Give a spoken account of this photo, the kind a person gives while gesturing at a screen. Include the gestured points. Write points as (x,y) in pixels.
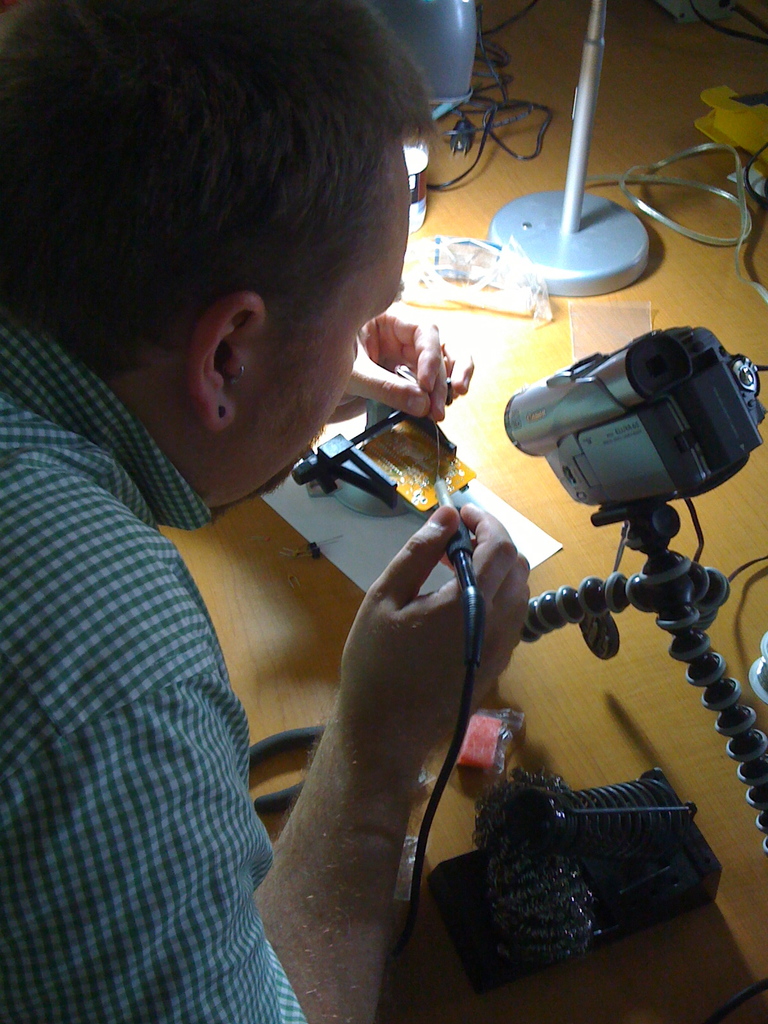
In this image I can see a person (442,652) sitting and doing some work. The person (148,749) is wearing green and white shirt (172,749), in front (665,721) I can see a light (495,226), few papers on the table (551,558) and the table (551,656) is in brown color.
